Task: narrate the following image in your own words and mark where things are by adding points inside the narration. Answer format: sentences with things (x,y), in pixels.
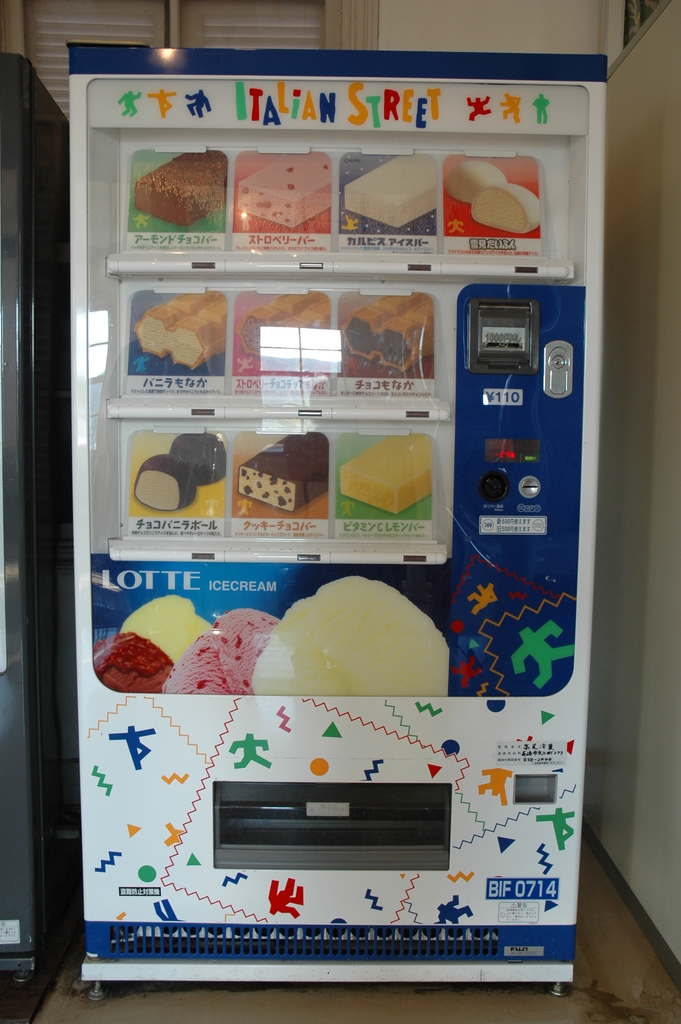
this is the vending machine (277,50). the colour combination of the vending machine (155,708) is white and blue.
